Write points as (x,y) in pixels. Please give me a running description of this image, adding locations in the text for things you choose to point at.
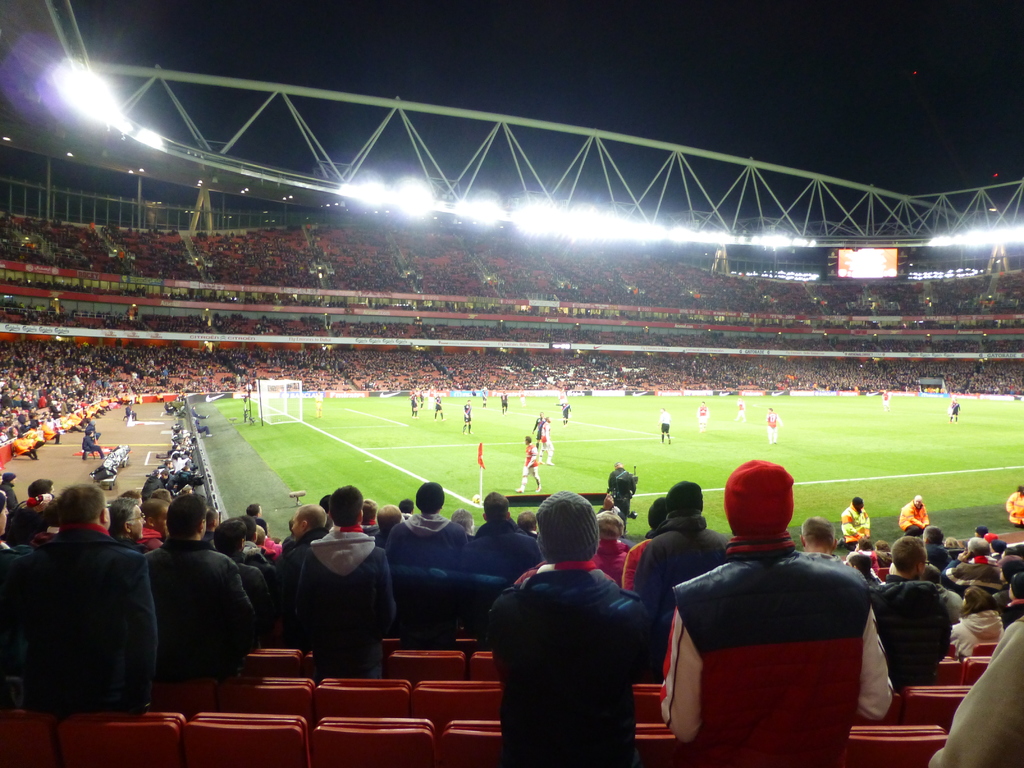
This picture might be taken in a stadium (786,434), in this image in the center (660,423) there are some people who are playing something. And there are a group of people (913,327) who are sitting and watching the game, and also there are some chairs (157,690), lights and some screens (867,270) and some other objects (669,350). At the top (675,86) there is sky (387,43).
